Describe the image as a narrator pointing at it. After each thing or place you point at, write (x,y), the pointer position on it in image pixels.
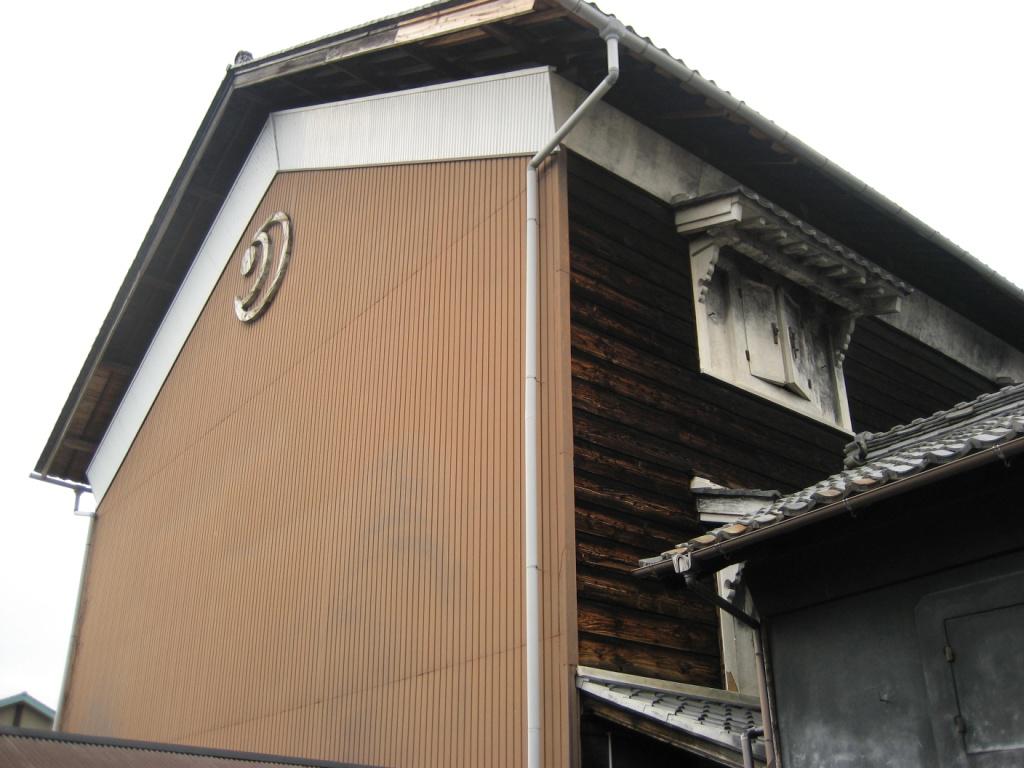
In this picture I can see a building (341,427) in front (363,309), which is of white, cream, brown and black in color. I can see the white color background (90,165) and I see a thing (9,728) on the left bottom of this image (20,707).
